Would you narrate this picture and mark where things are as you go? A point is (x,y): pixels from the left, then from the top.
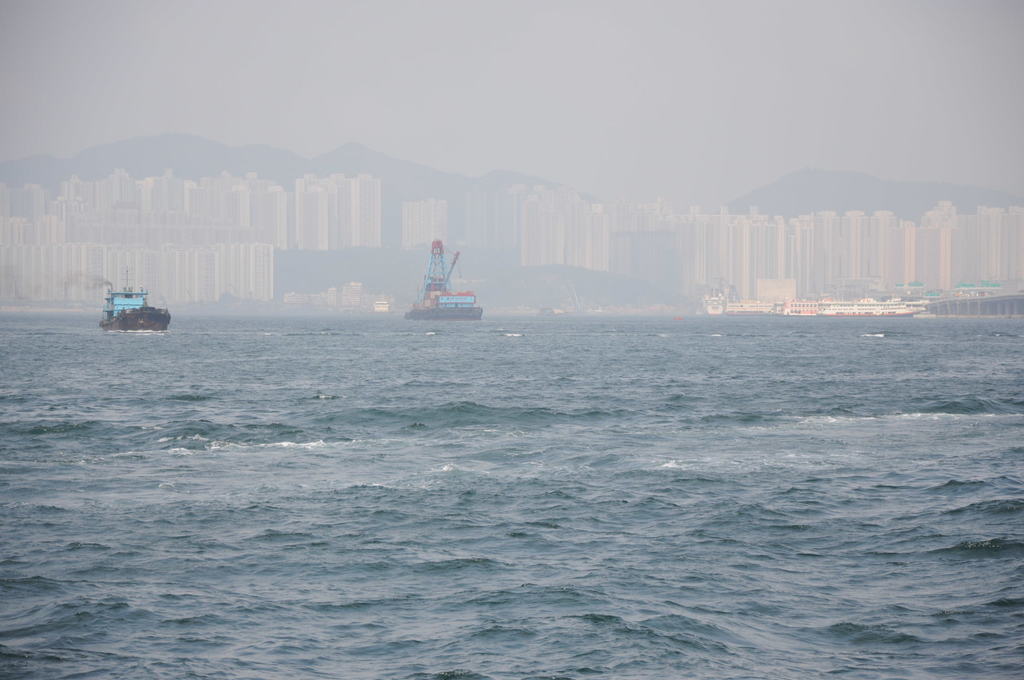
In this image I see few boats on the water (656,351). In the background (497,276) I see the buildings (64,294), mountains (330,167) and the sky (196,34).
